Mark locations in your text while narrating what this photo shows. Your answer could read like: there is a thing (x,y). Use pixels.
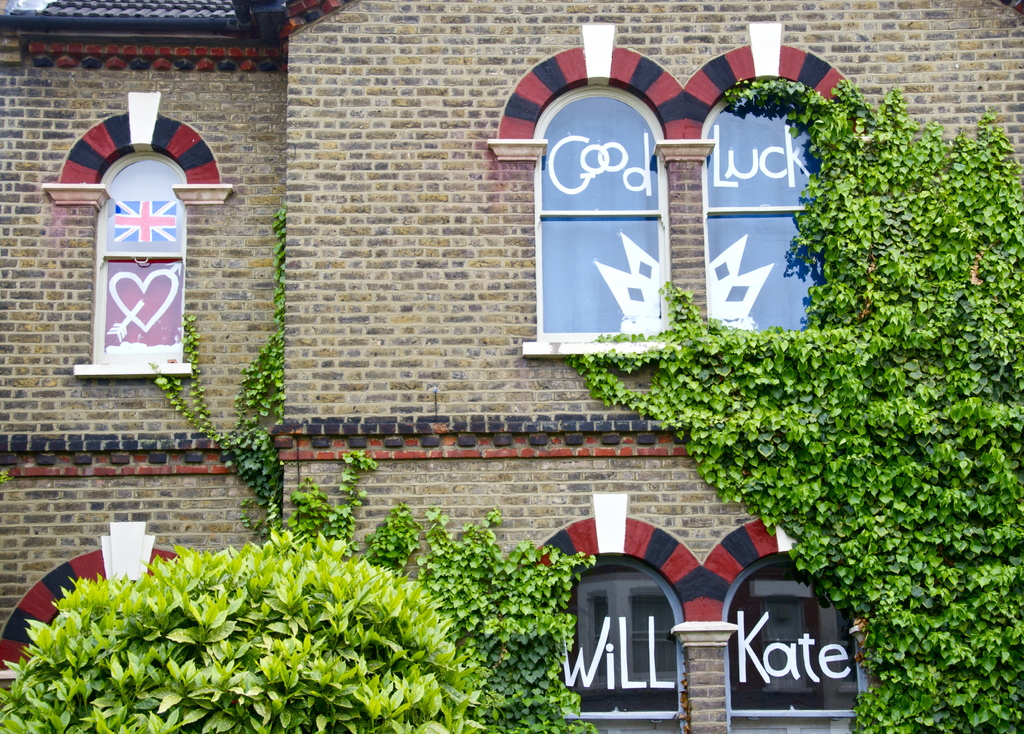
We can see green leaves (254,719), building (336,210), windows (135,253), on these windows (596,240) we can see flag (138,233), poster (161,282) and some text (755,629).
